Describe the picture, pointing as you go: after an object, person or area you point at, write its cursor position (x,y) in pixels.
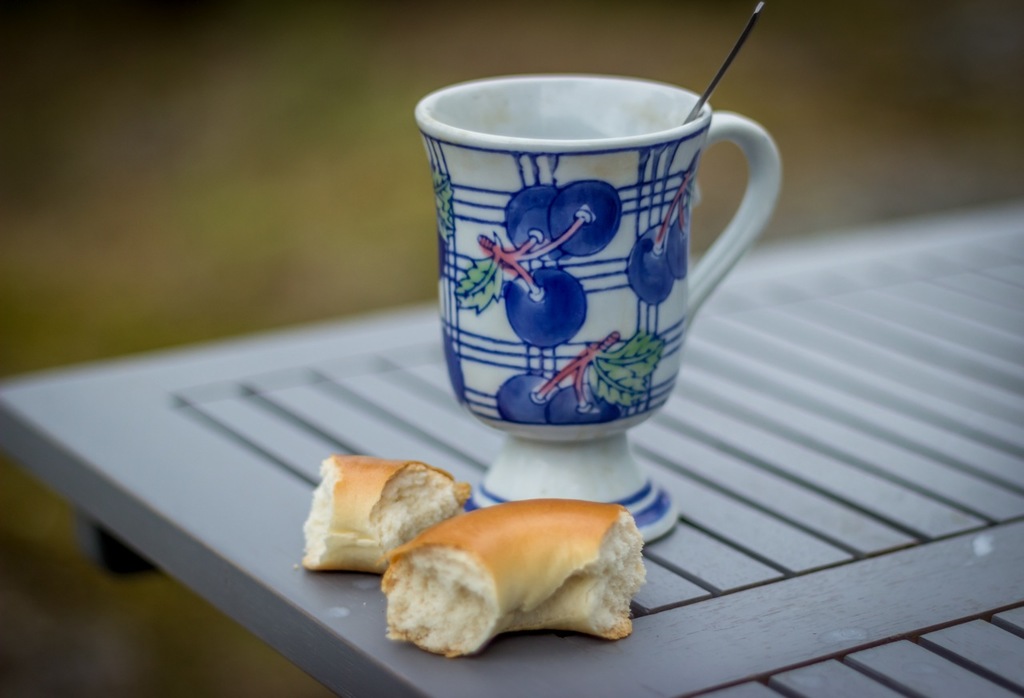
In this picture we can see a table (449,408). On the table (836,586), bun slices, cup (589,289) with spoon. In the background (688,35), the image is blur.
